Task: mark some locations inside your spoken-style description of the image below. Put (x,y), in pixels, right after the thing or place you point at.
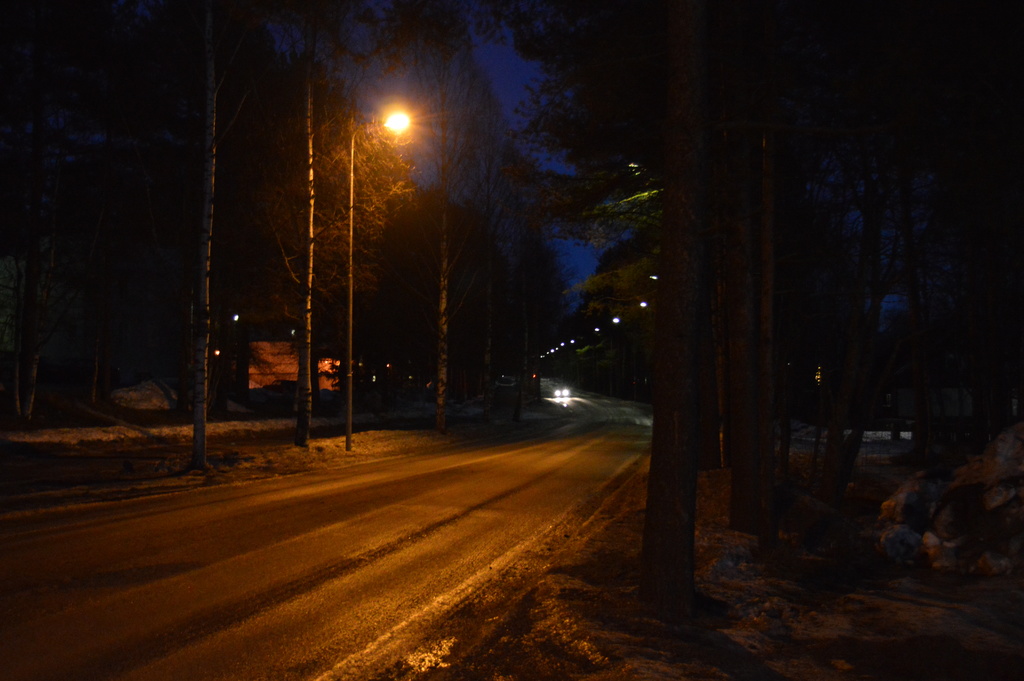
This is an image clicked in the dark. Here I can see a road (503,515). In the background (555,391) there are some vehicles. On both sides of the road (414,537) I can see some street lights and trees (717,326).
